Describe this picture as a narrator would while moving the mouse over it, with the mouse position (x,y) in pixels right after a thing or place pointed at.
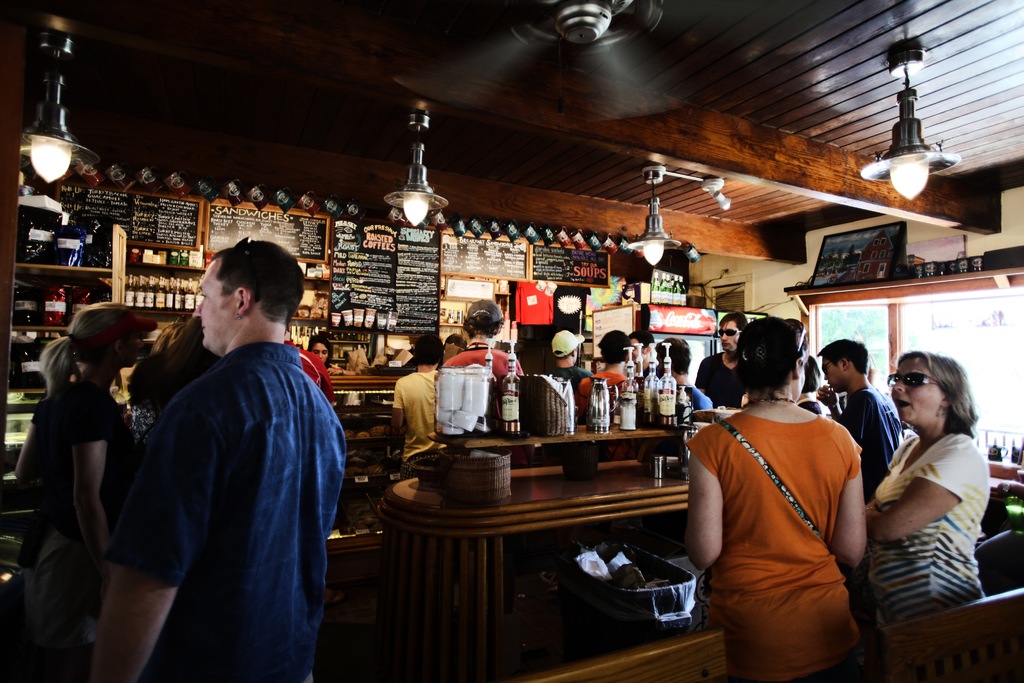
This image is clicked inside cafe (174,141), there are many peoples (285,392) standing on either side of the table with bottles (645,404) on it, in the back (353,239) there are menu boards (397,270) on the wall (618,253) with racks (62,285) in front of it with bottles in it, there are lights (67,155) over the ceiling (995,155) with a fan (632,3) in the middle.
